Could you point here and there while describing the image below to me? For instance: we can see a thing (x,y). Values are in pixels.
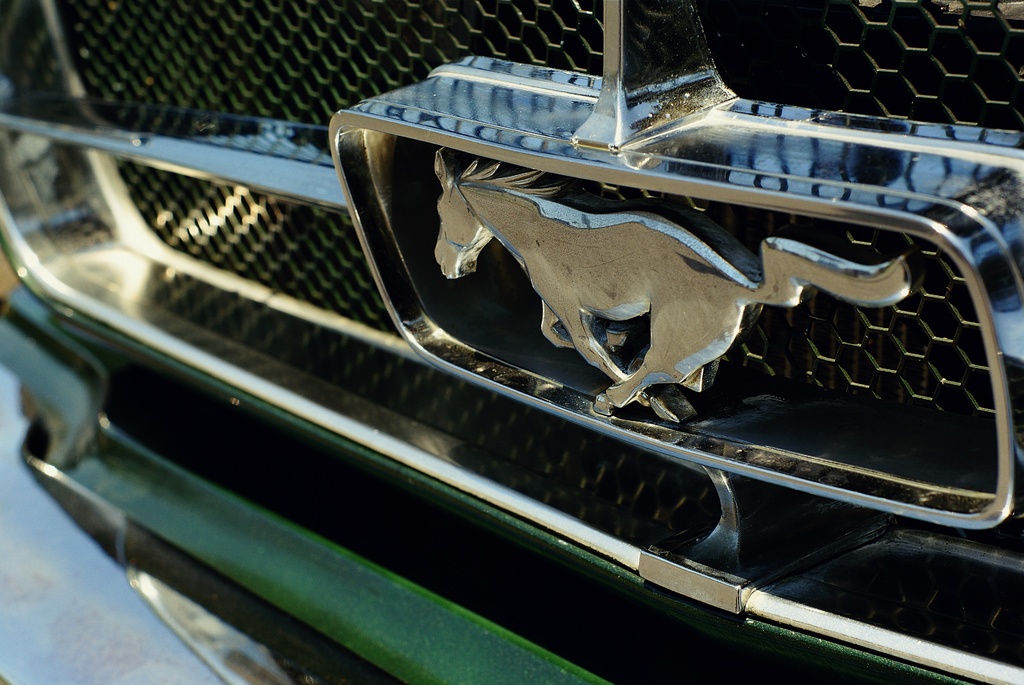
This picture contains a vehicle (177,361) in green color. We see the logo (588,282) of the horse (508,208) on the vehicle (393,265).
